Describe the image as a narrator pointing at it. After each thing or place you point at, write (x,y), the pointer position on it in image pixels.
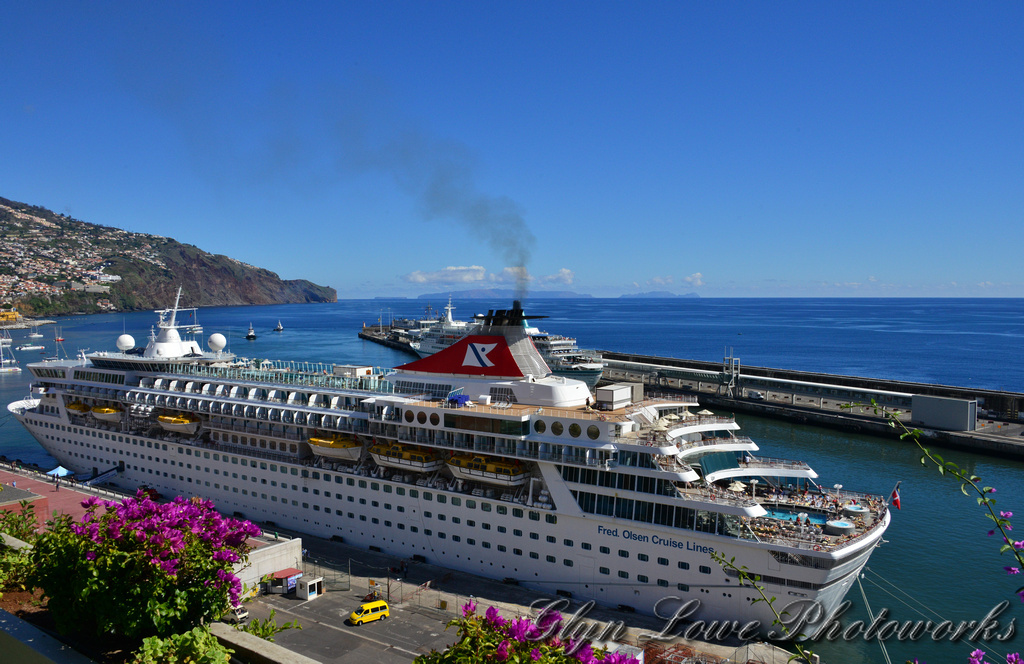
In this image there are ships (436,422) on the surface (896,536) of the water (912,553). There are people (776,524) on the ship (738,507). Right side (790,402) there is a bridge (865,403). Boats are sailing on the water (263,341). Left side (44,249) there is a hill (69,280) having buildings (105,282) and trees (80,301). Bottom of the image (375,608) there are vehicles (365,614) on the road (388,626). Left bottom there are plants (127,587) having flowers (173,569) and buildings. Behind there is a building (247,577). Top of the image (485,158) there is sky (485,158) with some clouds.
